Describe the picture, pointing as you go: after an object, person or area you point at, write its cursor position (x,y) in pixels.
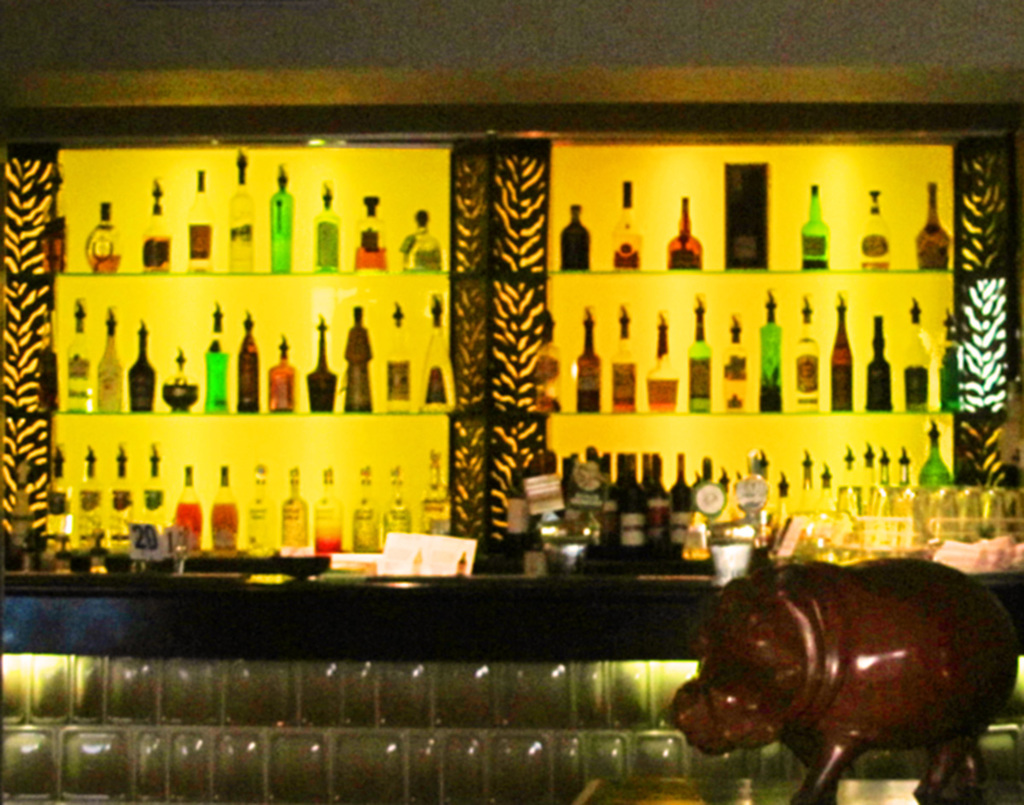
In this image we can see a group of wine bottles (252,219) in the rack (159,276), and here are some objects (569,563).
